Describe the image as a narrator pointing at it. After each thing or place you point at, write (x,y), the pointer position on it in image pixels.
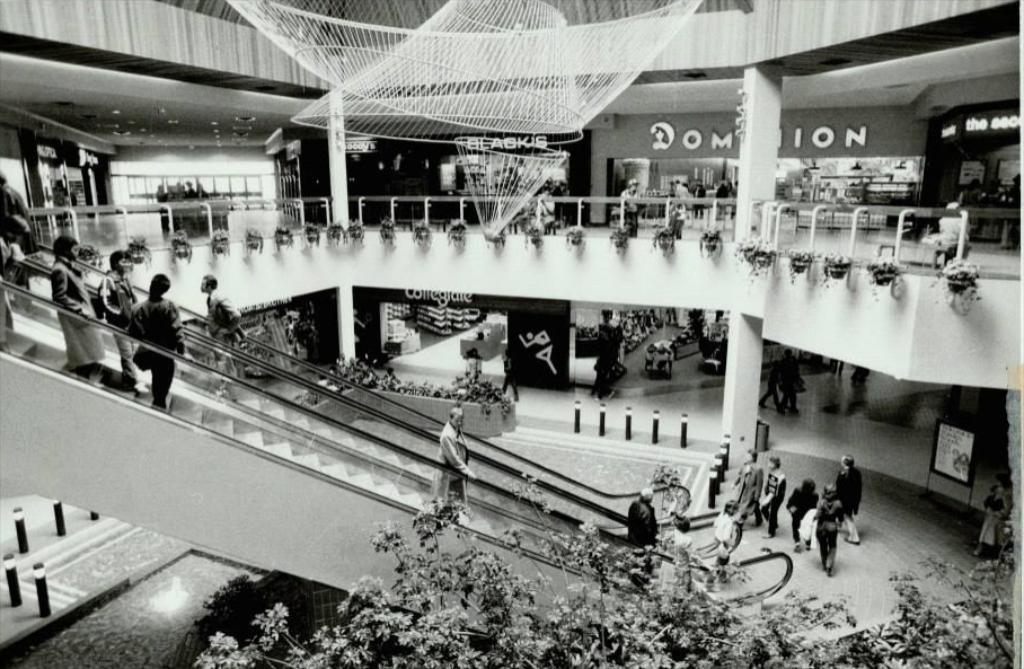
At the bottom of the image (597,594) there are some plants (292,646). In the middle of the image (446,438) there is a escalator (111,364) and few people (731,522) are standing. In the middle of the image (471,396) there is fencing (668,207) and there are some plants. Behind the fencing (925,211) there are some stores (986,183).
